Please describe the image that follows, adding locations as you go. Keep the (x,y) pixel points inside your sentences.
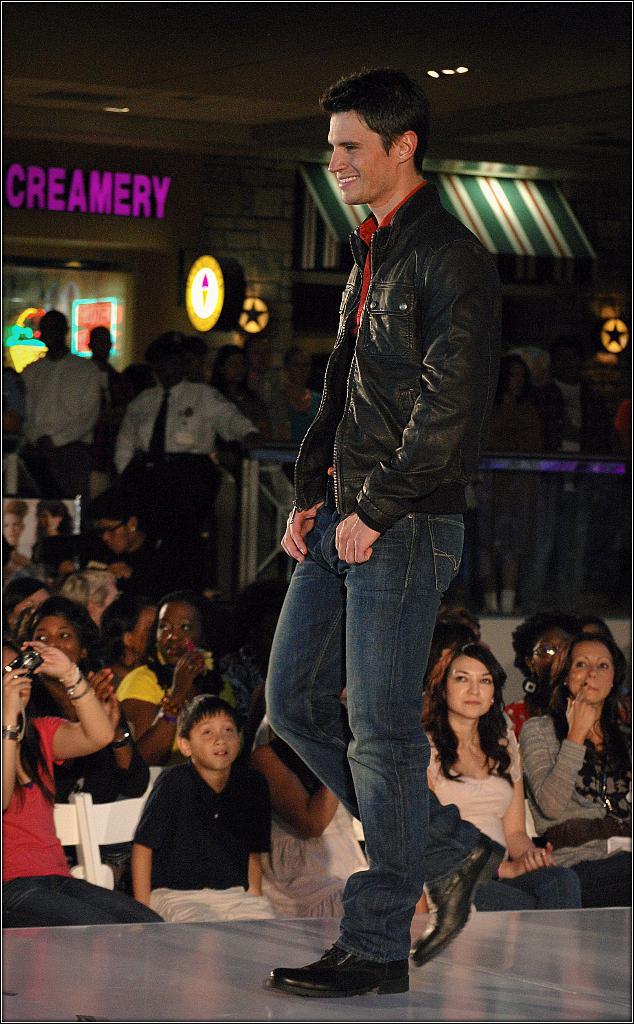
In this image I can see a person (391,302) wearing red shirt (370,272), black jacket (384,291), jeans (393,598) and black shoe (337,959) is standing and smiling. In the background (129,584) I can see number of persons (189,664) sitting on chairs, the wall (261,214), the ceiling (234,110) and few lights (459,69) to the ceiling (448,62).
